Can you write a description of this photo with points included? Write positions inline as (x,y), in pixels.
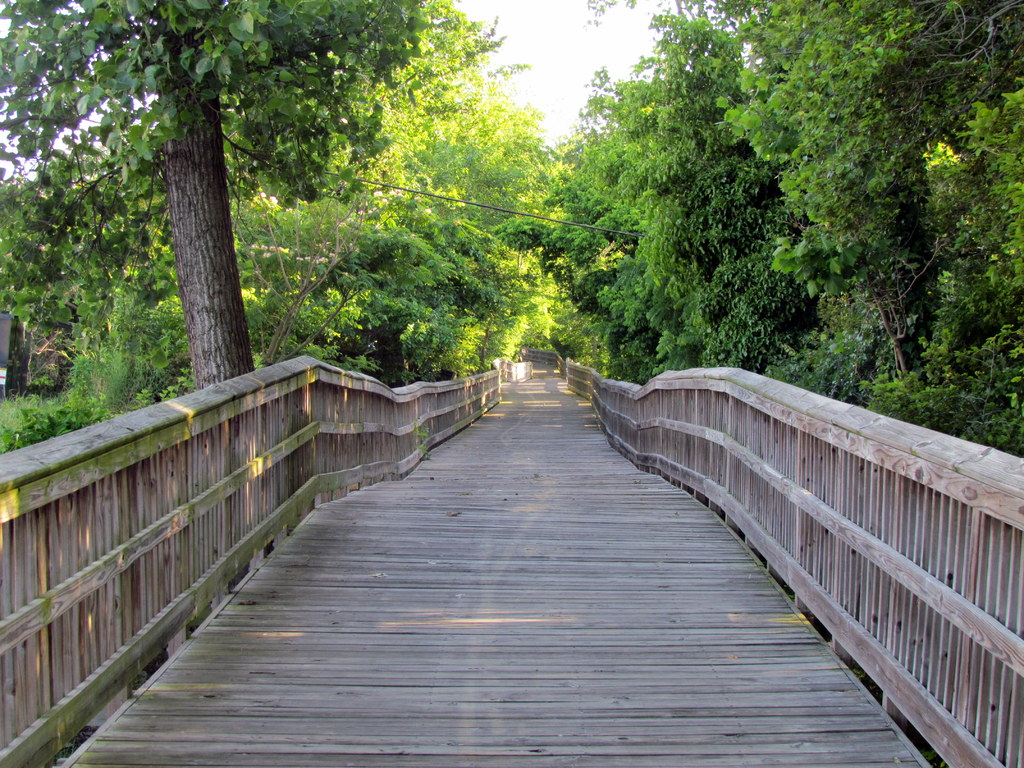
In the picture we can see wooden walkway (489,576), there are some trees (562,326) on left (133,302) and right side of the picture (833,195) and top of the picture (541,103) there is clear sky (565,4).
